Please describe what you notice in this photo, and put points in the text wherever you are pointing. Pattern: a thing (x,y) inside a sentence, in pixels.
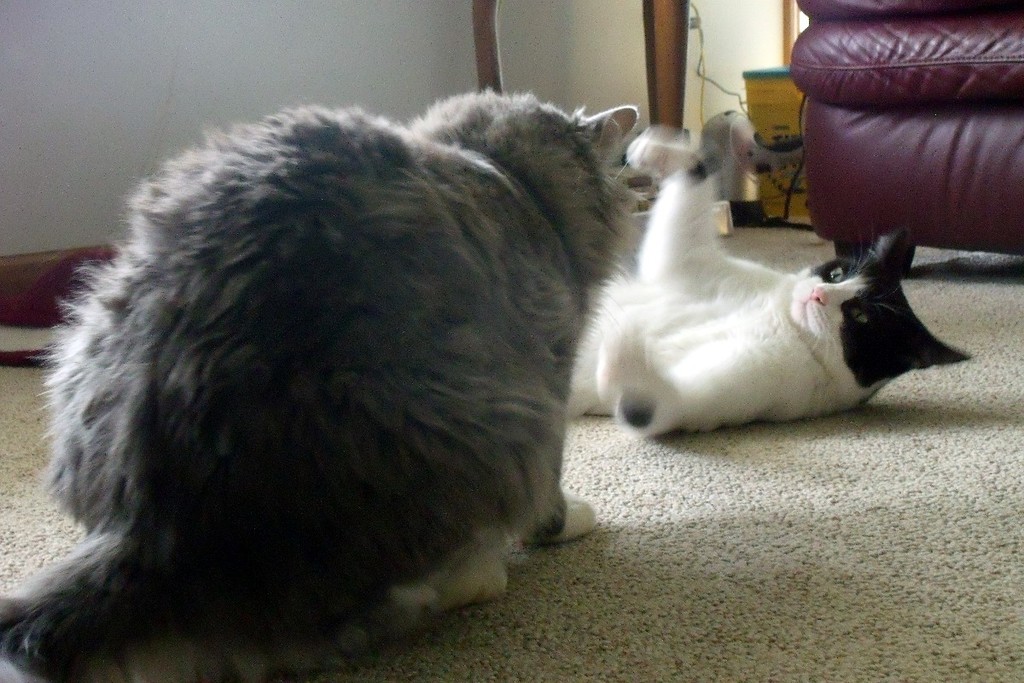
In this picture we can see two cats (634,313) looking at each other, on the right side of the image (899,137) we can see a chair (949,97), in the background (207,91) there is a wall (215,110) and we can see a mat (735,579) in the bottom (701,579).
